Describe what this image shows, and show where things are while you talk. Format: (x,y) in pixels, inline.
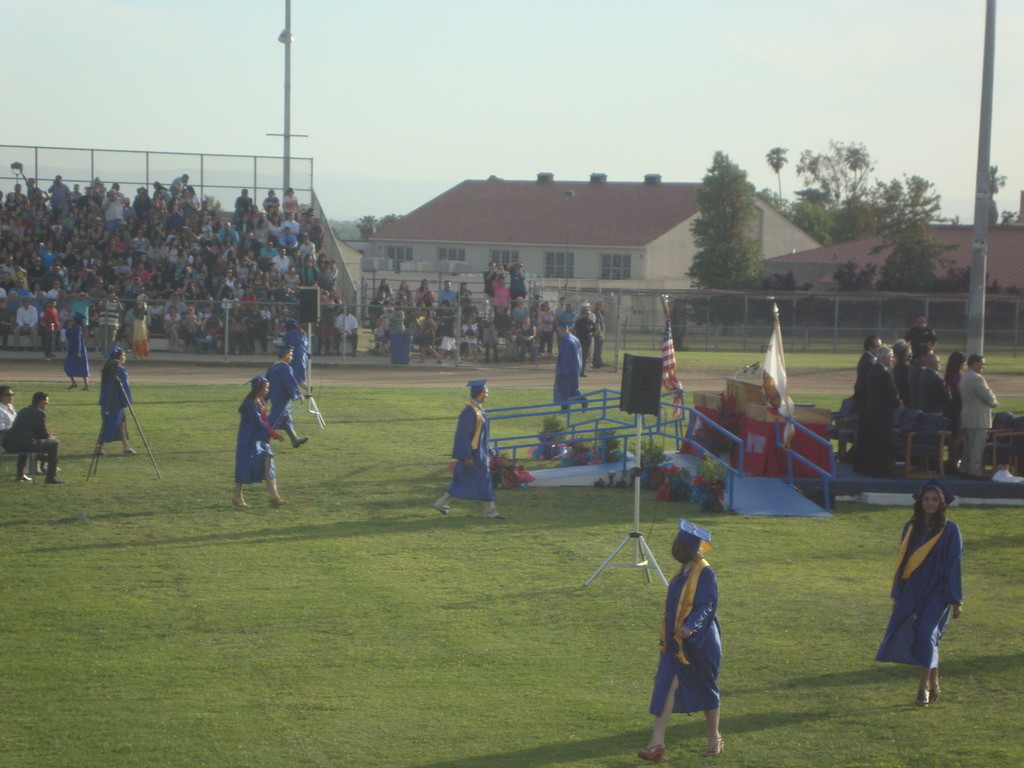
In this image I can see on the right side (928,612) a beautiful woman (913,618) is walking, she wore blue color coat (940,621), cap (943,487) and few people (985,431) are standing at here. On the left side (237,460) few people (485,443) are walking in the ground (494,557) and few people (270,240) are sitting and observing these things (928,636). In the middle (473,268) at the back side (590,235) there is a house (593,246) and there are trees (743,255), at the top (506,56) it is the sky (518,51).
